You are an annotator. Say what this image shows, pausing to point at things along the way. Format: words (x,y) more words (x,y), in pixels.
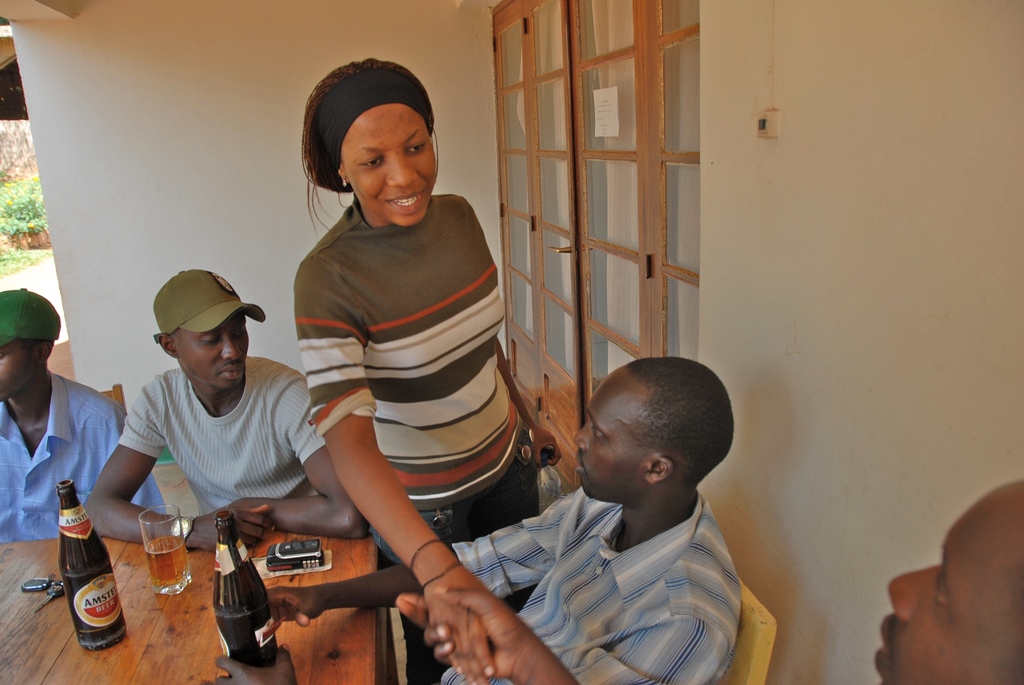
In this image, There is a table (158,643) which is in brown color on that table (296,630) there are some beer bottles (93,610) and there are some people (586,682) sitting on the tables (151,603) and in the background (140,172) there is a white color wall (230,110).
